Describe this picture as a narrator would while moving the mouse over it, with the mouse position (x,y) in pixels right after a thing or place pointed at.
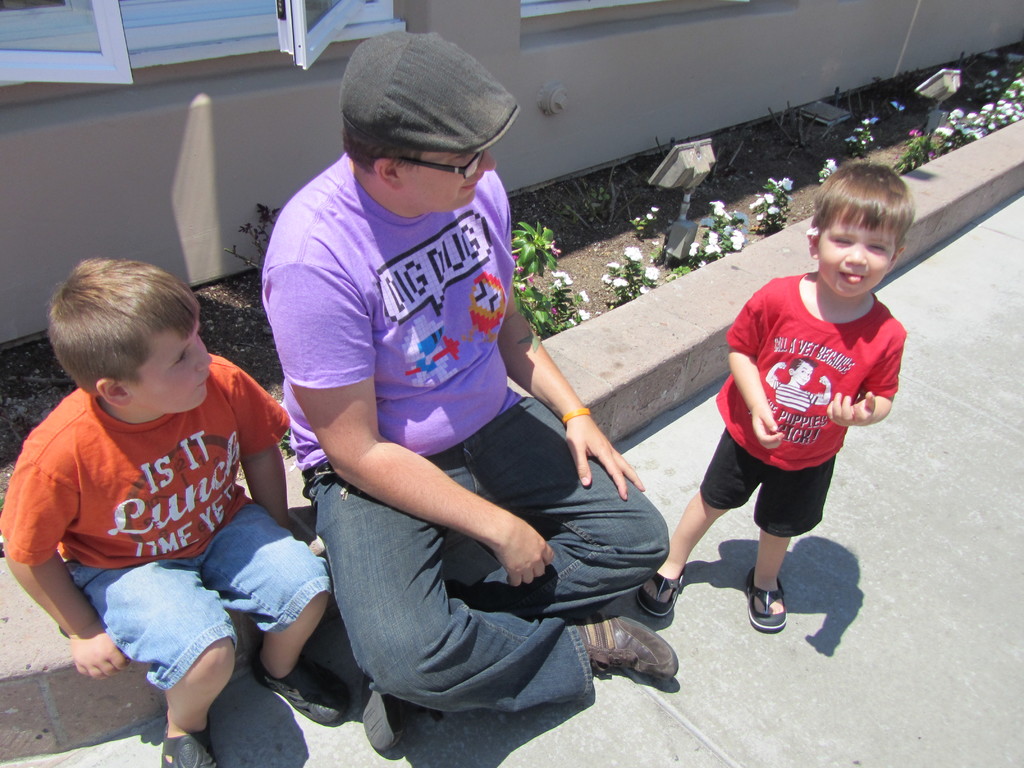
In this picture I can see a man (364,328) and a boy (142,380) sitting and I can see another boy (830,410) standing. I can see few plants (615,269) and a window (188,57) in the back (207,29).
